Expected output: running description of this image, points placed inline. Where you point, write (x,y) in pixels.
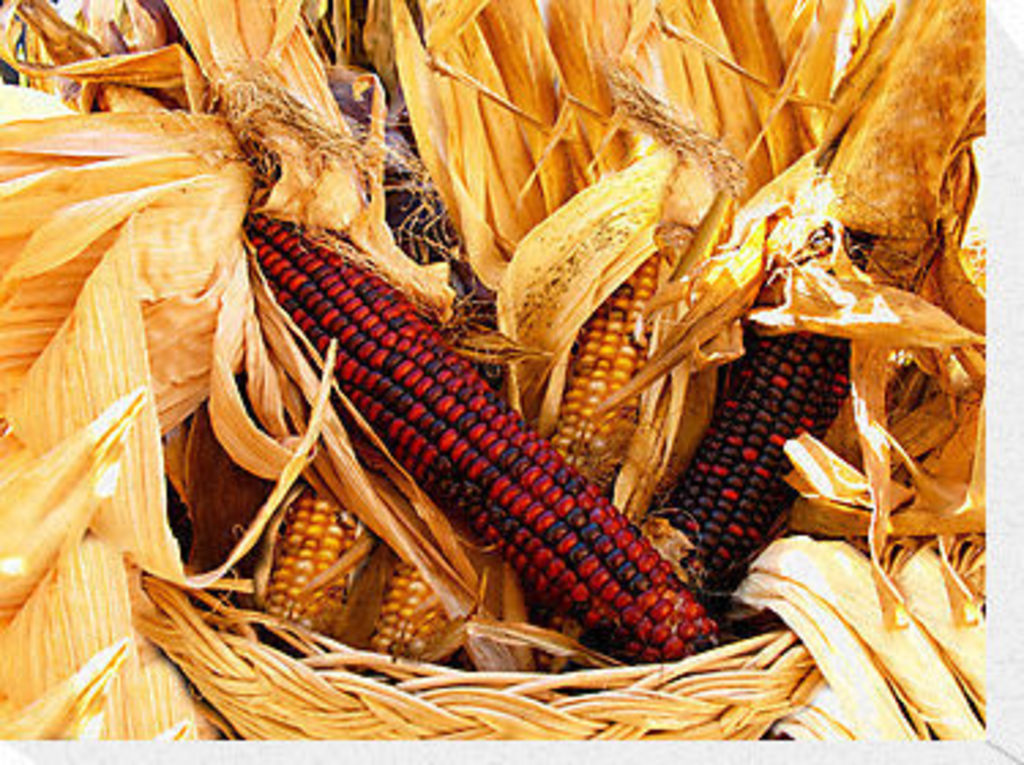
In this picture we can see corn (574,348).
